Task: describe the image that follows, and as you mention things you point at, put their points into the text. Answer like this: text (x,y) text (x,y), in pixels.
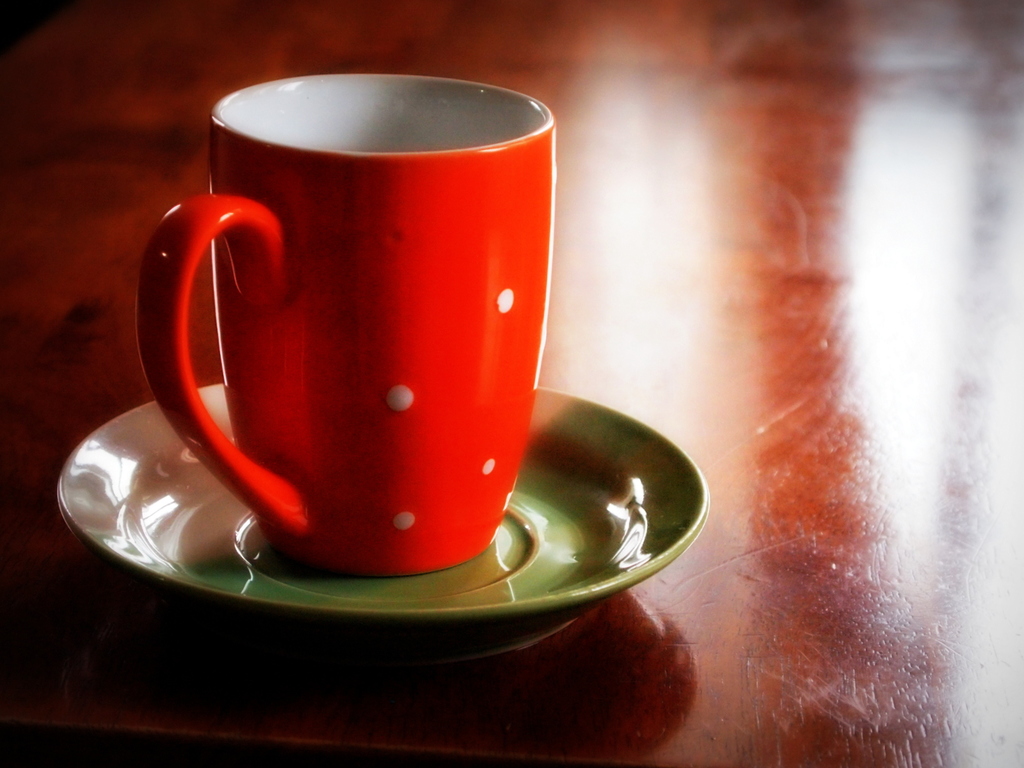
In this picture, we see a brown table (637,657) on which red cup (352,419) and green saucer (263,601) are placed. In the background (716,198), it is blurred.
